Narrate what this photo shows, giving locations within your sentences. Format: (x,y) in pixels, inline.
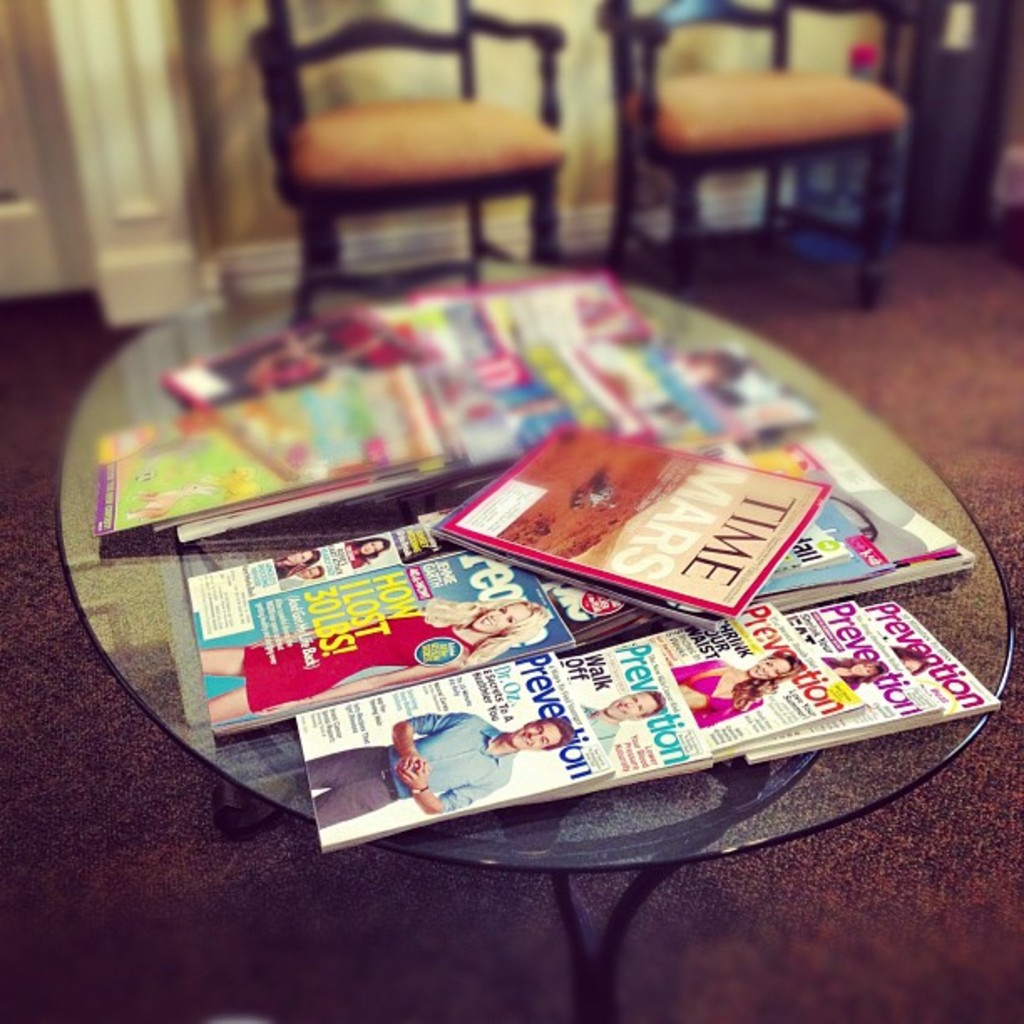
In this image we can see a table (276,759), books (618,593) and other objects (437,549). In the background of the image (541,124) there are chairs (541,124), wall (530,74) and other objects (1,36). At the bottom of the image (462,938) there is the floor (411,959).
